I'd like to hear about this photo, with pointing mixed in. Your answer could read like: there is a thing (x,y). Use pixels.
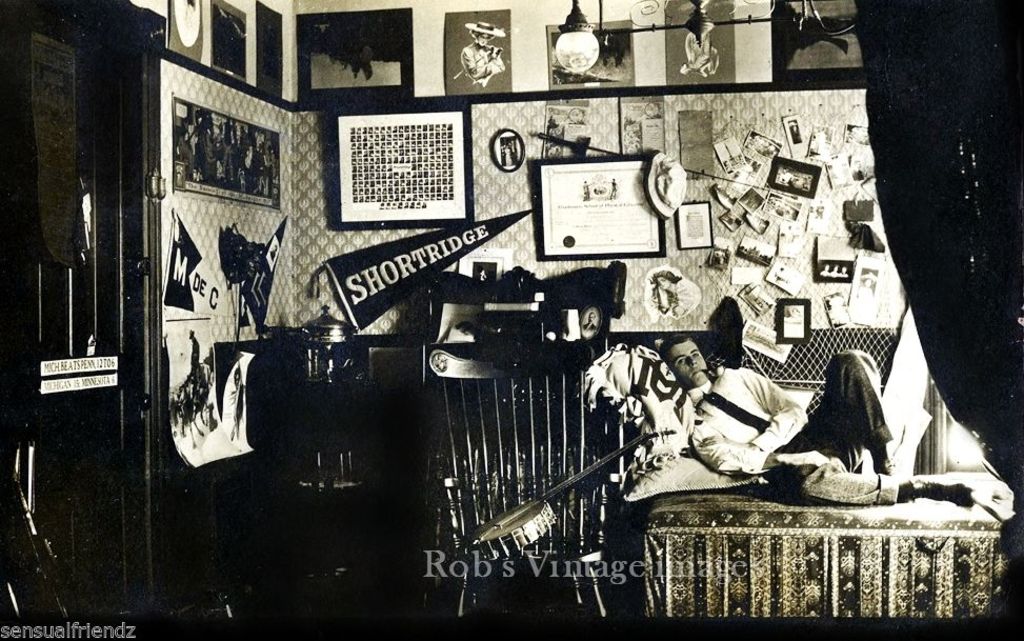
This image is a black and white image. This is clicked in a room (547,362) there are so many photo frames (423,133) in this room (565,326). There is a man (750,410) sitting on bed (733,534). There is a light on the top (592,48).
